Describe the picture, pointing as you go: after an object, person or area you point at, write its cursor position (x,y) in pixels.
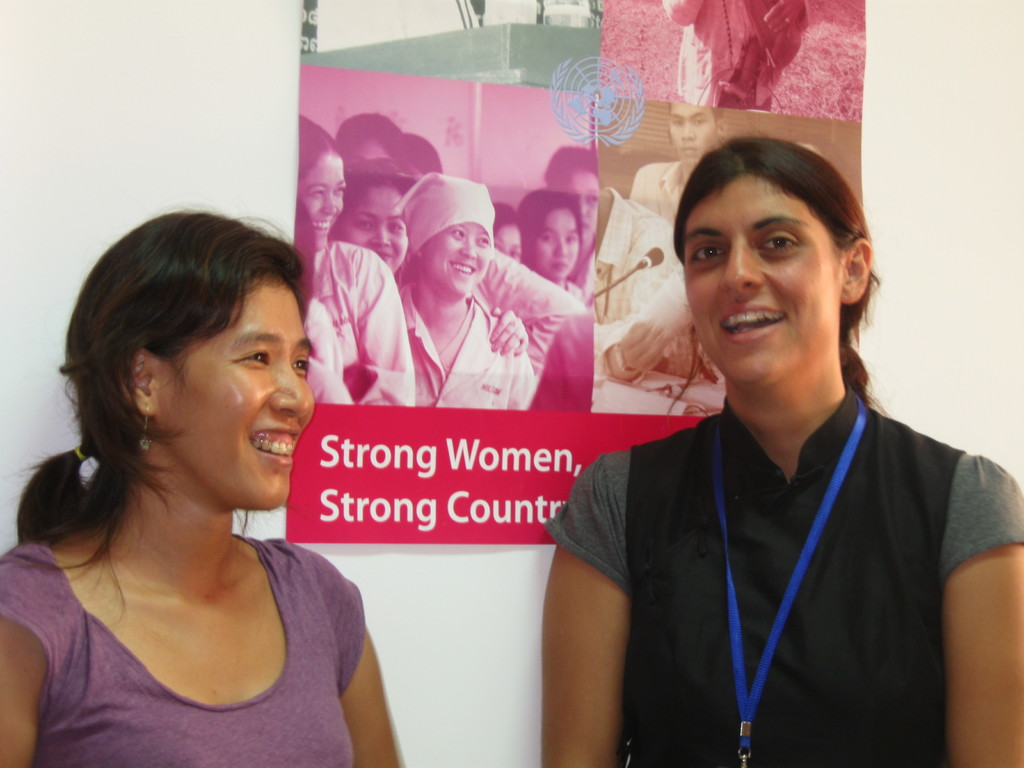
In this image we can see a few people (723,268), behind them there is a poster (535,223) with text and images (557,193) of persons (591,365) on it, which is on the wall (145,104).
